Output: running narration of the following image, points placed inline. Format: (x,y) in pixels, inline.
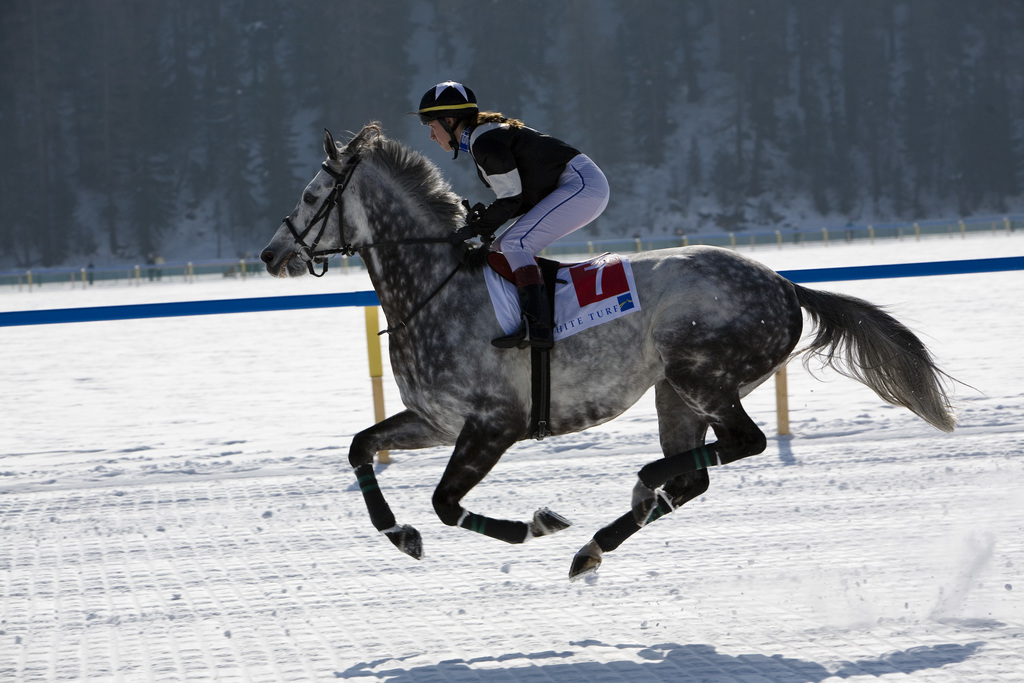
In this image we can see a person (537,226) wearing helmet (461,107). Person (435,133) is riding a horse (599,330). On the horse (675,347) there is a number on a sheet (577,312). On the ground (429,506) there is snow (538,549). In the back (344,301) there is a railing (358,299). In the background (354,67) there are trees (771,56).
